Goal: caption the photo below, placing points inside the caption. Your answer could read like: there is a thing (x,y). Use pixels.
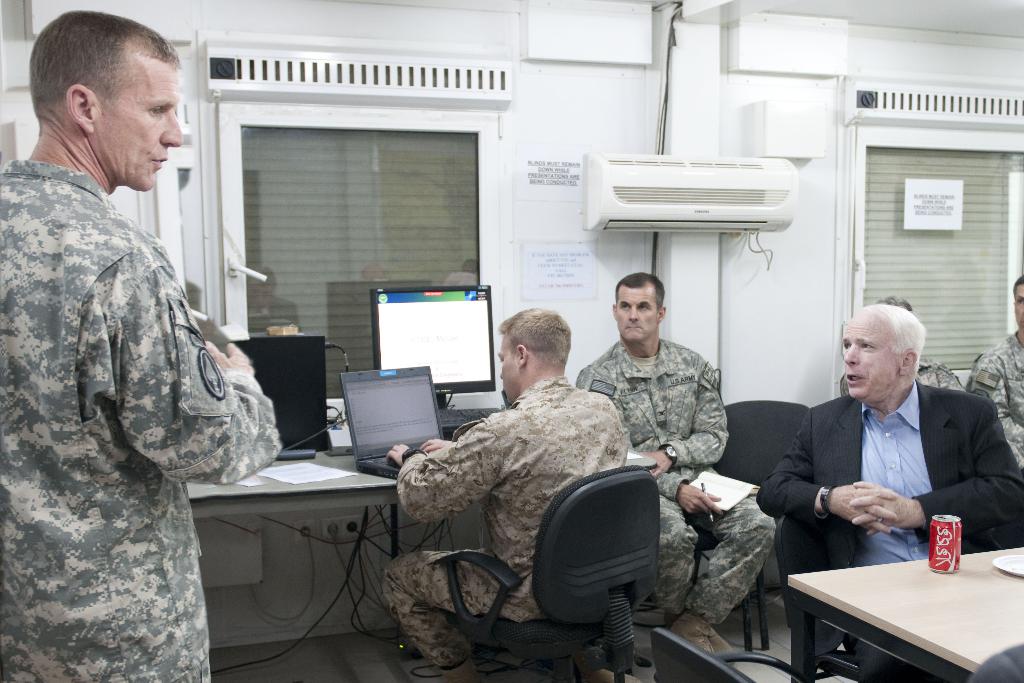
In this image i can see a man (101,348) standing at right (694,448) i can see few other people (699,447) sitting and a man (599,407) working on a laptop (394,427) at the back ground (362,212) i can see a window (359,224) and a wall (555,128).
